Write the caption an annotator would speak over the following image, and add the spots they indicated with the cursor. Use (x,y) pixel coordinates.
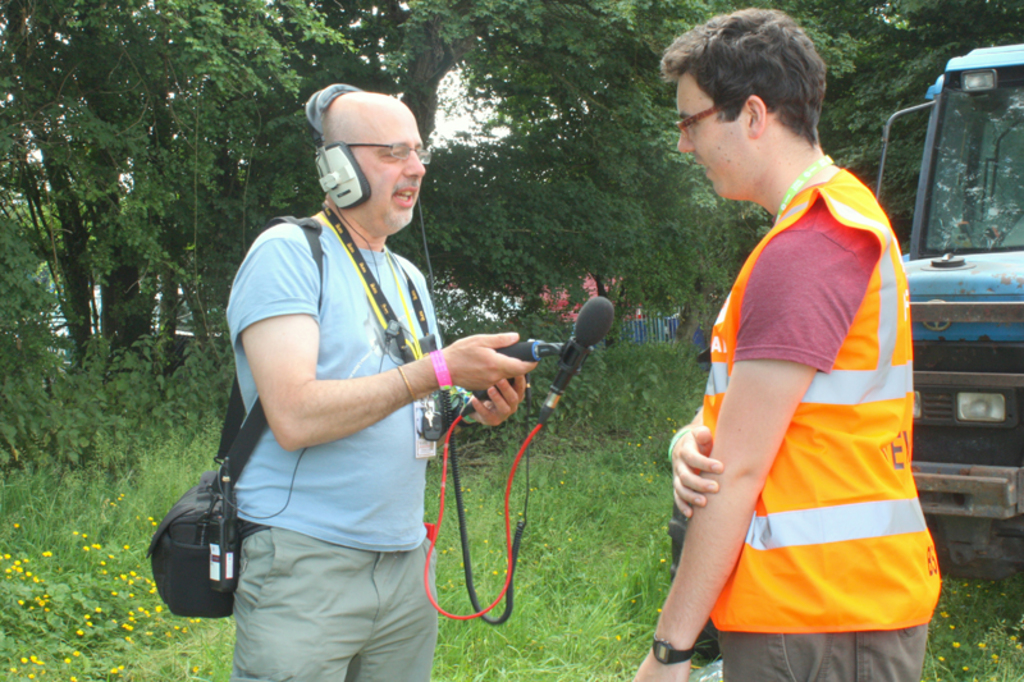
In the foreground of the picture (374,316) there are two persons (296,426) standing. The person (435,326) is holding a mic (549,346) and wearing bag (311,243) and headphones (354,154). On the right (919,200) there is a vehicle (948,422). In the center of the picture (537,451) there are plants (60,586), grass (565,528) and trees (590,203). In the background (667,327) there are objects (579,307) and a construction (564,296).
